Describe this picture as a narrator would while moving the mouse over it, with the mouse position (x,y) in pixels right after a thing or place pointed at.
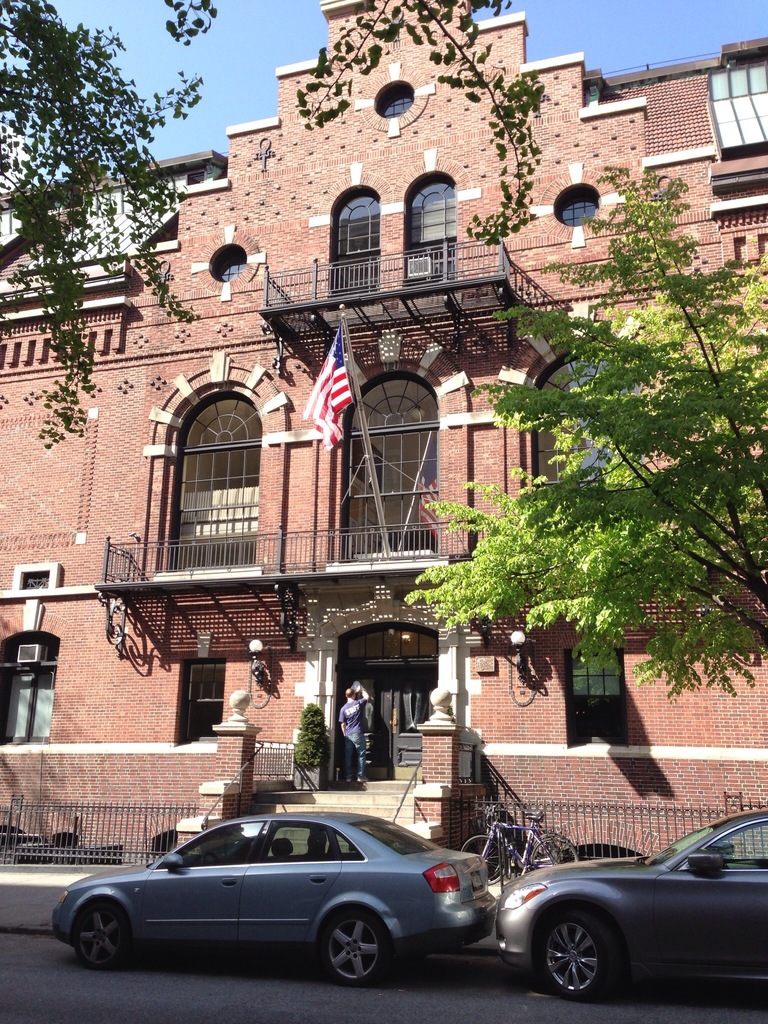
In this image we can see two cars (502,909) which are parked on road (229,952), there is bicycle (526,868) and there is a building (125,489) to which there is some national flag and there is a person (355,709) standing near the door (391,707) which is black in color, there are some trees (44,108) on left (51,135) and right side of the image (624,375) and top of the image (661,17) there is clear sky (140,14).
